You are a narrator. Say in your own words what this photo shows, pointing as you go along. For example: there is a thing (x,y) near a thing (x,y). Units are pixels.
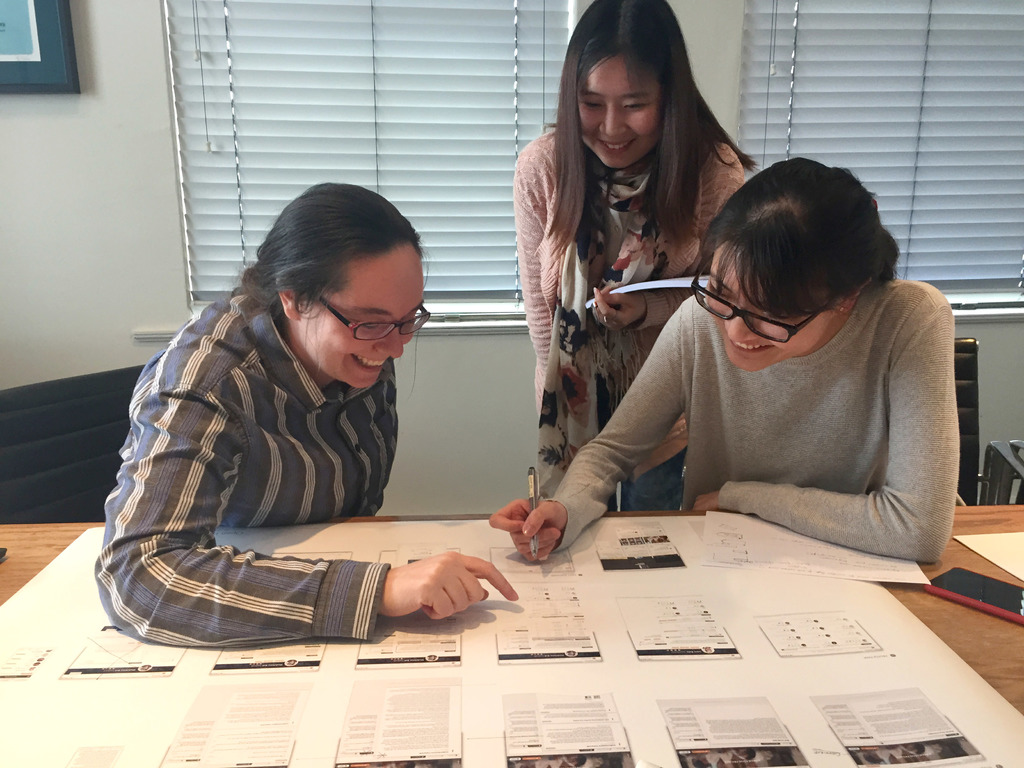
In the image in the center (578,267) we can see one person (612,211) standing and two persons (780,420) were sitting. And they were smiling, which we can see on their faces (594,127). In front of them, there is a table (476,608). On the table (525,625), we can see papers (639,612) and phone (962,584). In the background (411,370) there is a wall (112,196), photo frame (47,34) and window blind (410,182).
